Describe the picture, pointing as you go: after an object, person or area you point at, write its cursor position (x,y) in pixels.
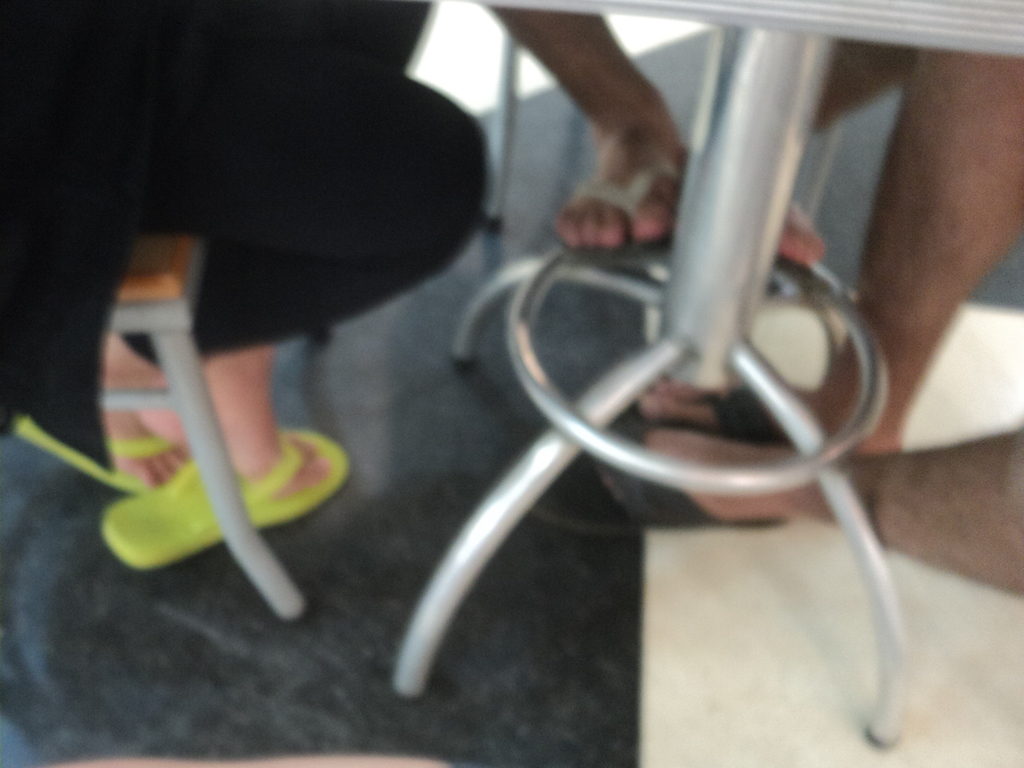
In this image, we can see persons (396,188) sitting on chairs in front of the table (792,169).
